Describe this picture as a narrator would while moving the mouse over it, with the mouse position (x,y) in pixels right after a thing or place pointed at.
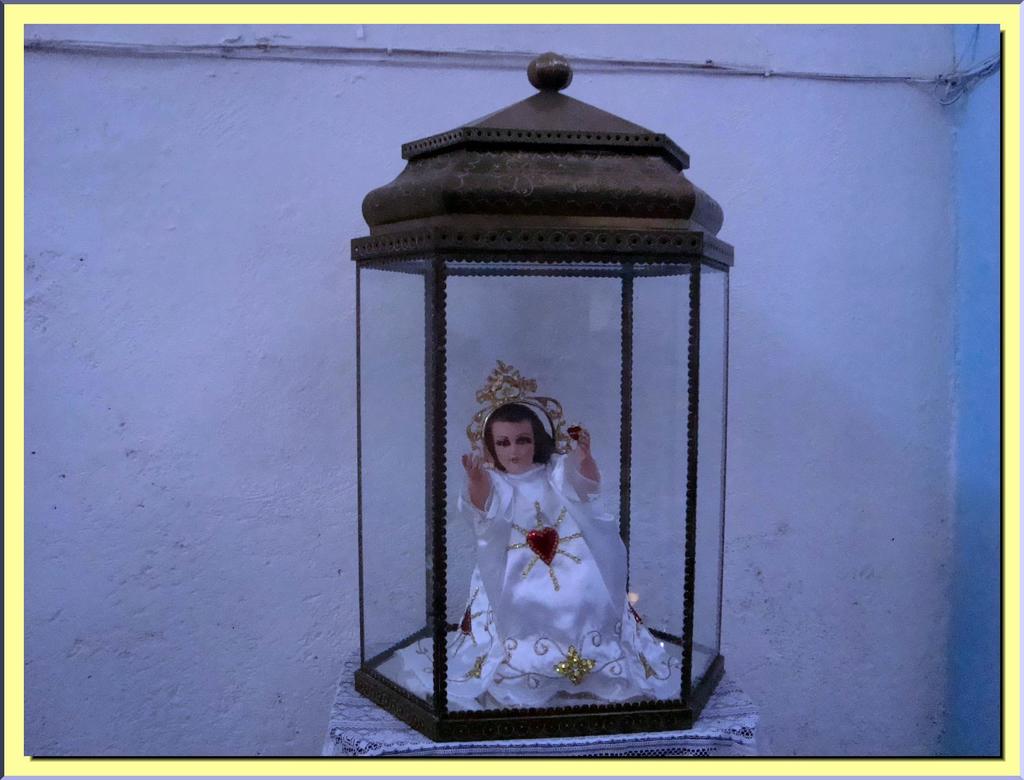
In this image we can see a decor (585,572) on the side table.
